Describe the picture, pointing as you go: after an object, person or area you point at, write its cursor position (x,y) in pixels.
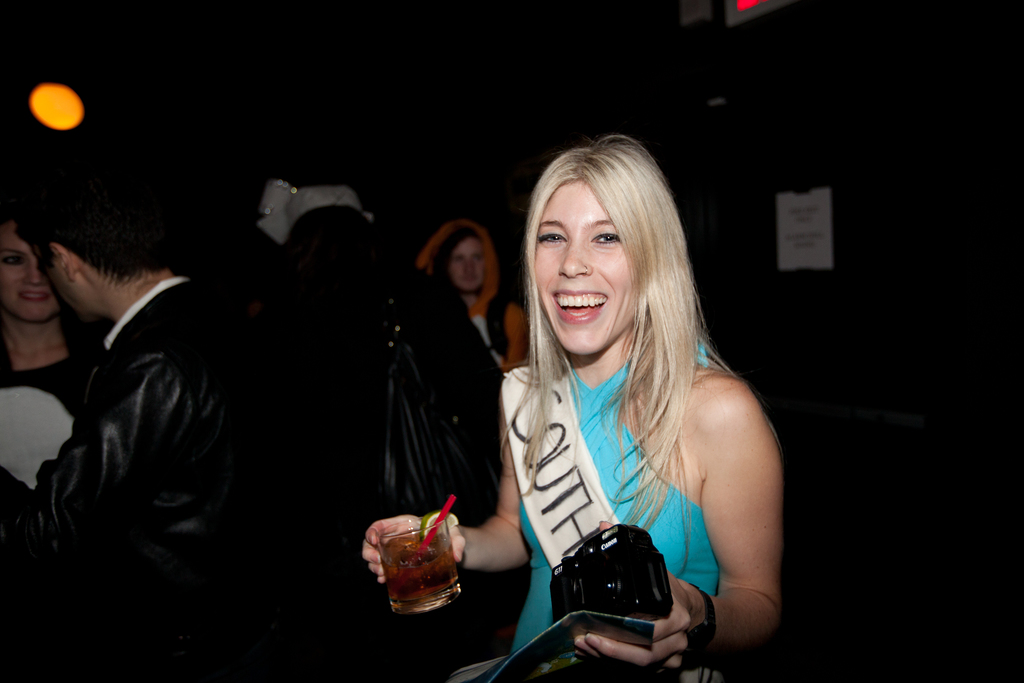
This image is taken in a room (742,209). There are few people (118,386) in this room (182,208). In the middle of this image (648,322) there is a woman (492,544) holding a glass (409,567) with a drink (436,569) in one hand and in other hand (671,619) she is holding a camera (610,596) with a smiling face (616,251). In the left side of the image (191,288) there is a man (157,542) and woman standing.
